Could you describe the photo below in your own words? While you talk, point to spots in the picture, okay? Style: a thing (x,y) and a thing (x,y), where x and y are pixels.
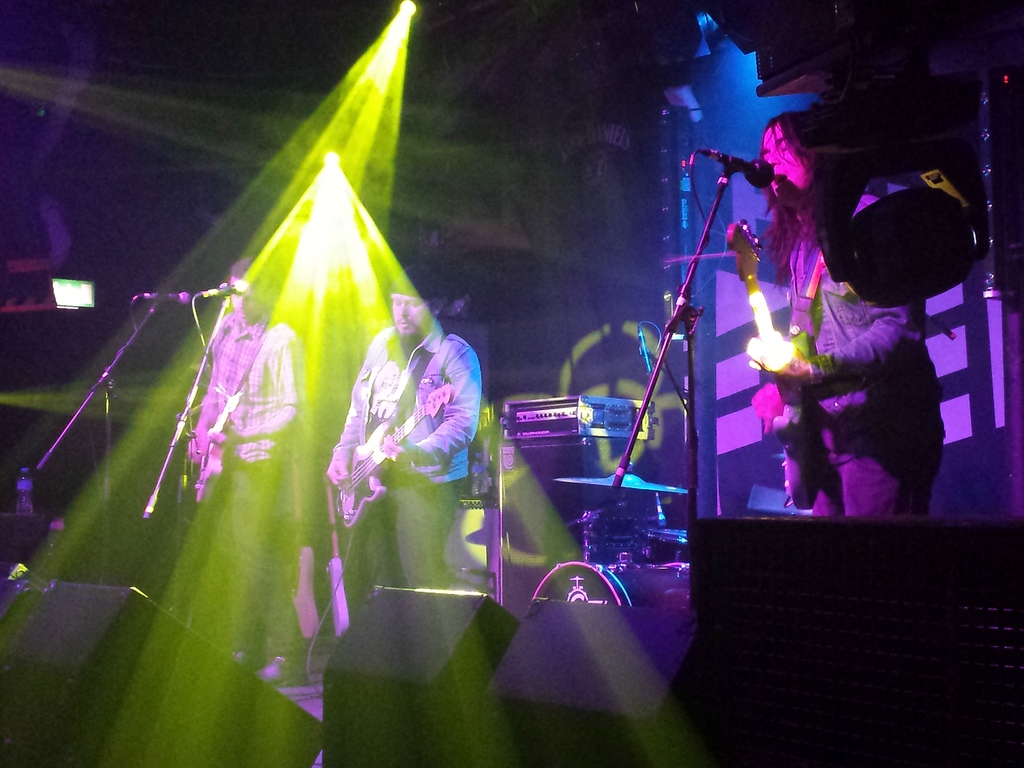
In this image we can see few people (357,439) playing musical instruments (376,470). A person (801,244) is singing into a microphone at the right side of the image (767,239). There are many objects (628,472) placed on the stage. There are few lights (161,430) in the image. There are few microphones (178,423) at the left side of the image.
